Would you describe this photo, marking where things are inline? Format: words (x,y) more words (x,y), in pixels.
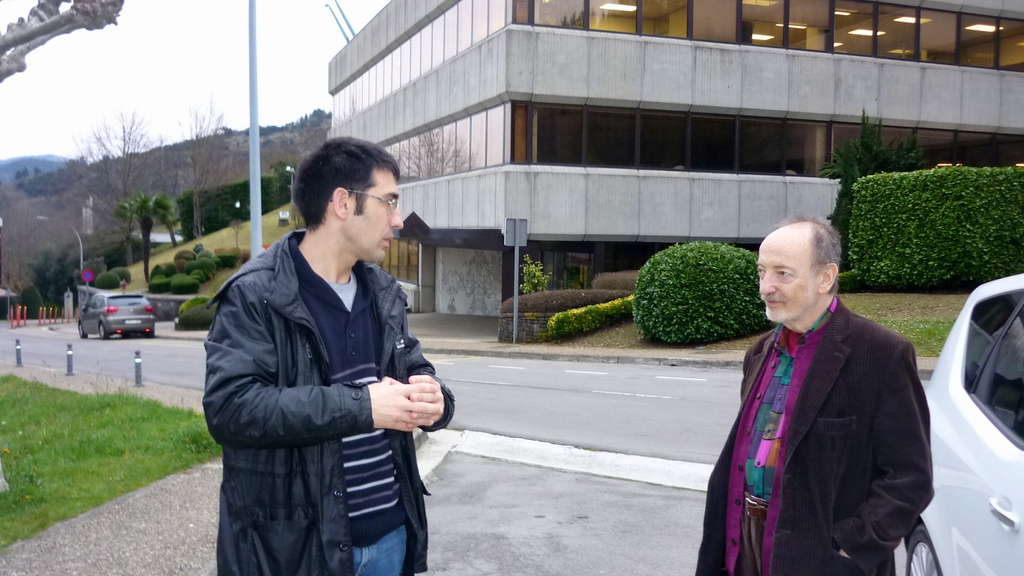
In the image there is a man (329,208) in black dress (347,331) on the left side (321,454) and an old man (821,261) in maroon jacket (852,478) standing on the right side (802,551) beside a car (1008,484), in the back (697,129) there is a building (556,55) with many plants (704,253) on either side of it, on the left side (125,318) there is a car (136,308) going on the road (95,342) and above its sky (105,95).
